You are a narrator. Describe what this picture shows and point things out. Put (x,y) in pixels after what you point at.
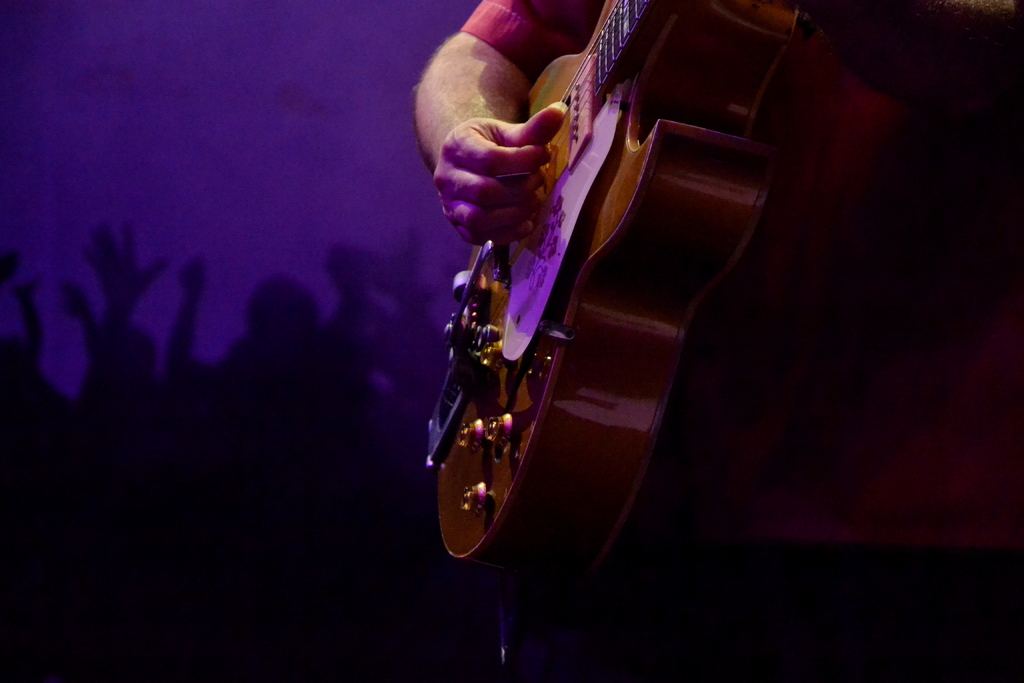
In this image I can see the man (488,40) is holding a guitar (583,259).
